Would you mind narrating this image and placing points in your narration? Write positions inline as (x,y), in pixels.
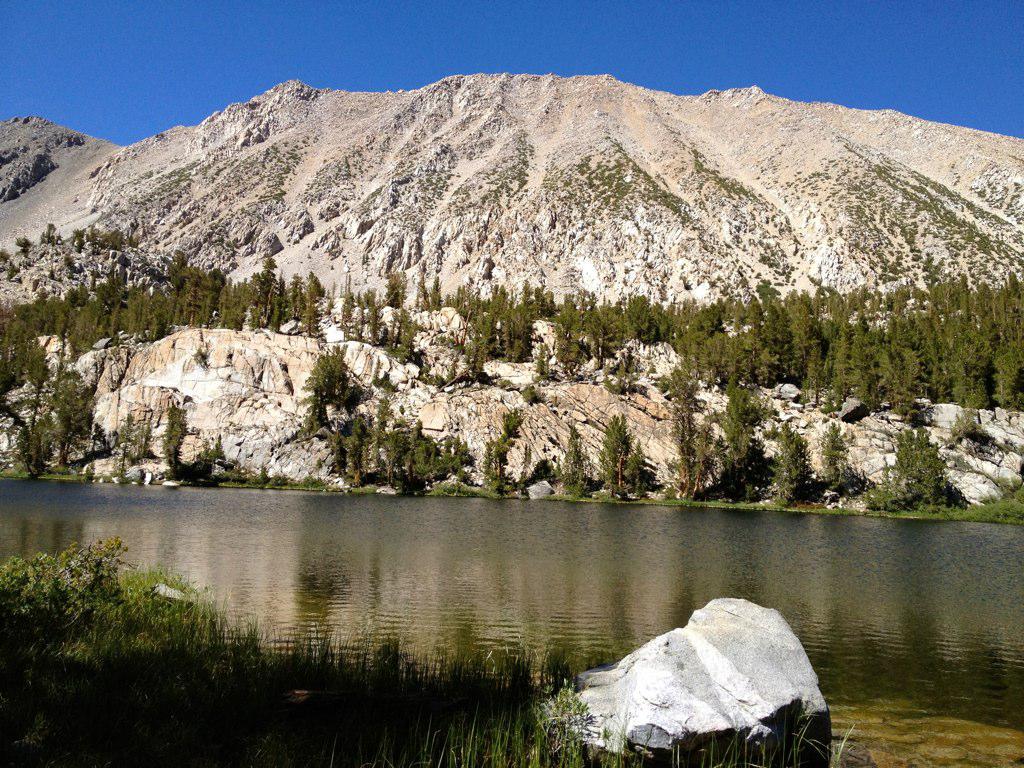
In the image we can see the water (399,551), stones (617,718) and the grass (111,600). Here we can see trees (702,337), mountains (583,200) and the sky (198,33).
